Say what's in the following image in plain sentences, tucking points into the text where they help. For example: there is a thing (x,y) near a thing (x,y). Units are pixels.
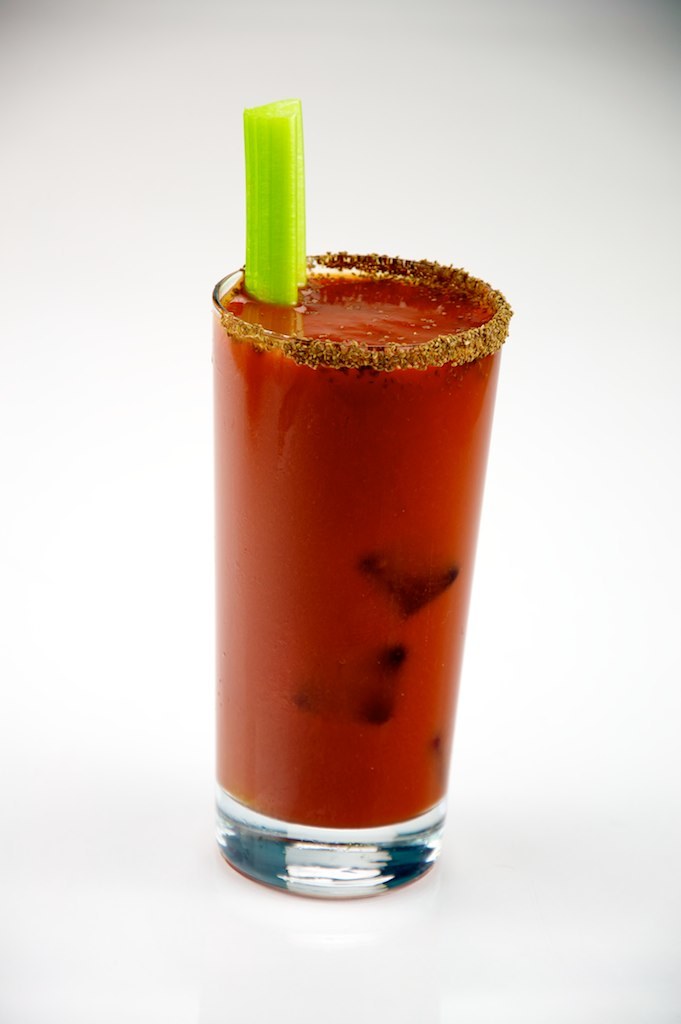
As we can see in the image there is a glass (355,583) on table (618,906).
